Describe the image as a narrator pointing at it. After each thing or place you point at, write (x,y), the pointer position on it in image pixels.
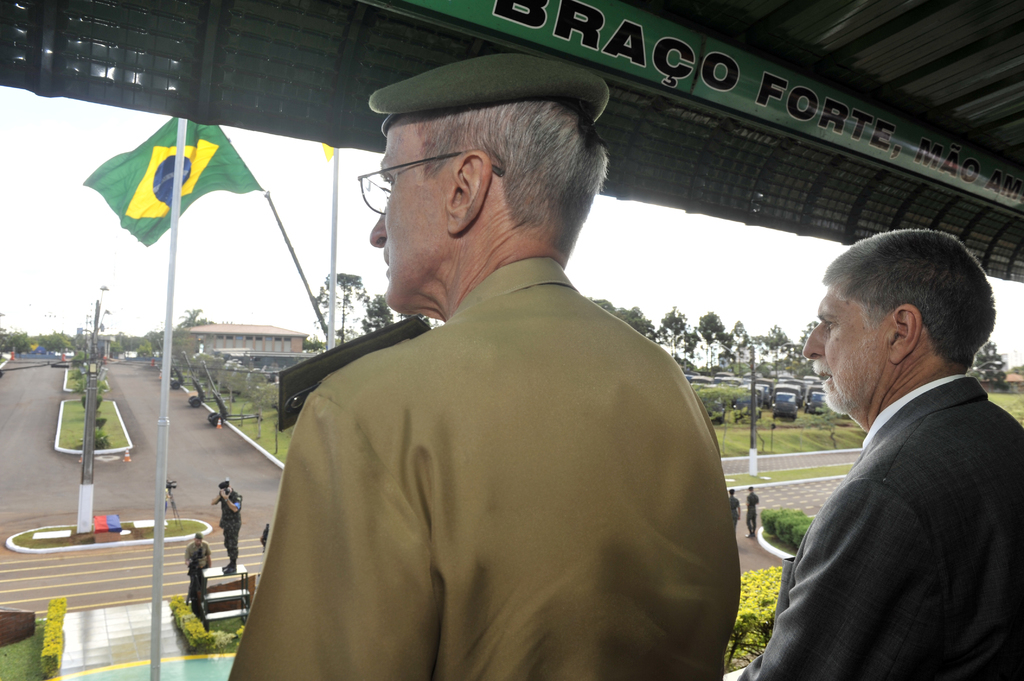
In this picture we can see some people (787,666) where a man (276,521) wore a cap (392,95), spectacle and in front of him we can see a flag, grass (110,441), vehicles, roads (139,424), plants (751,574), trees (788,339), building (267,345), poles (96,322) and in the background (124,278) we can see the sky (235,259).
